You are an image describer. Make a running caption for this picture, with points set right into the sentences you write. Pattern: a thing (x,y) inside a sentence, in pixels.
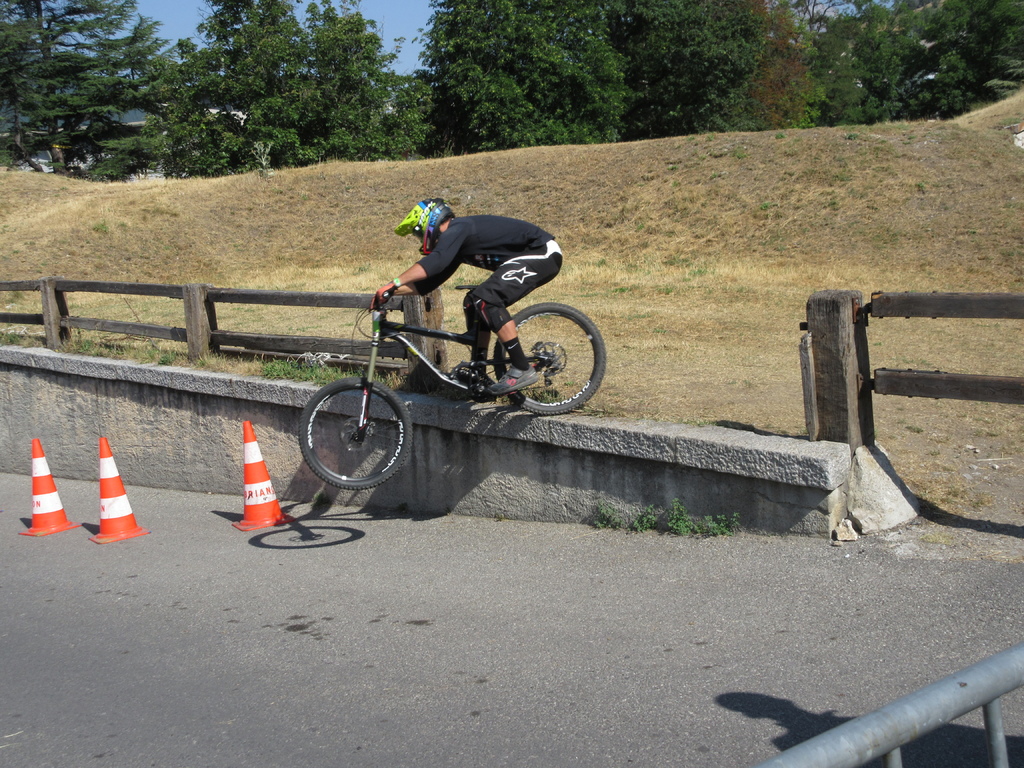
In this image we can see a person (474,317) wearing black color dress (423,284), yellow color helmet (423,207) riding bicycle (472,385) there are some traffic cones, fencing (980,392) and at the background of the image (453,121) there are some trees (434,116) and clear sky (194,27).
